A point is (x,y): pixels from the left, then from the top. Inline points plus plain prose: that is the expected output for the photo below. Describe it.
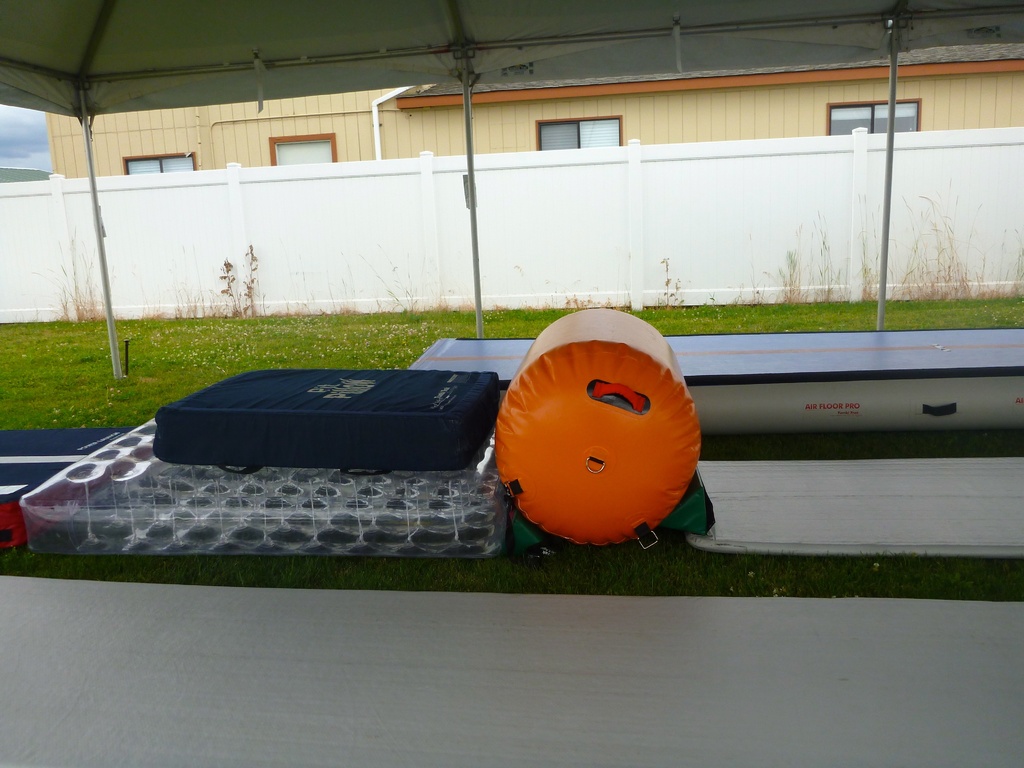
In this image there is a building (117,124), there is a wall (506,209), there are windows (871,132), there is the sky (20,134) towards the left of the image (28,150), there is a tent (308,42) towards the top of the image (891,49), there are poles (891,49), there is grass (203,337), there are plants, there are objects (527,438) on the grass (100,388).
